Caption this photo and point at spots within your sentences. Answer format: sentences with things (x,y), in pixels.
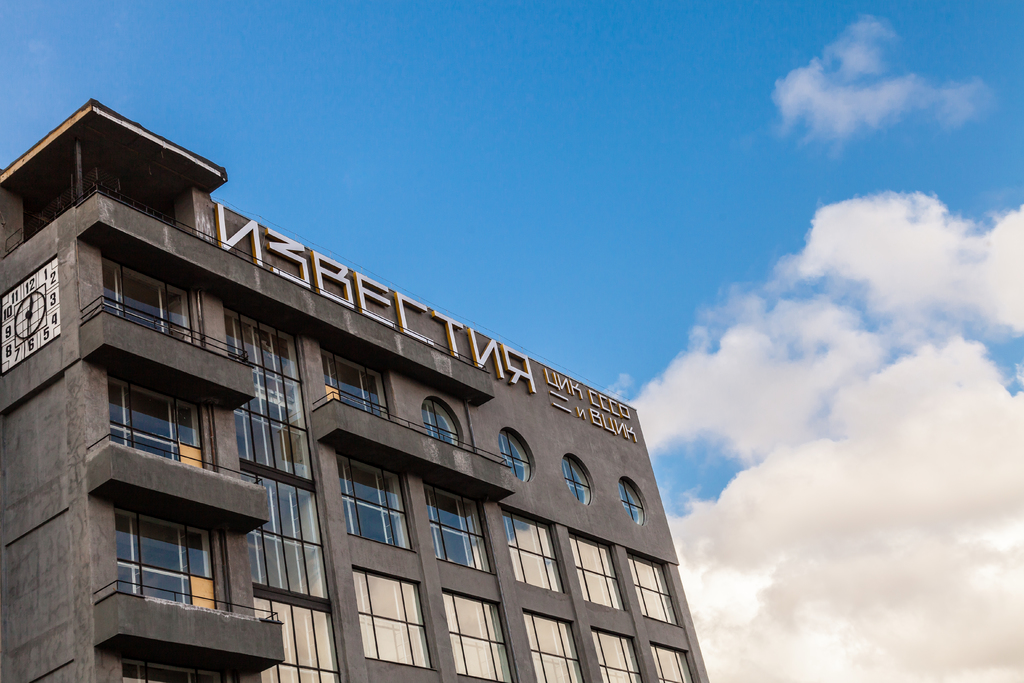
In this picture I can see a building (127,223) with windows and a clock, and in the background (597,378) there is the sky (518,215).
